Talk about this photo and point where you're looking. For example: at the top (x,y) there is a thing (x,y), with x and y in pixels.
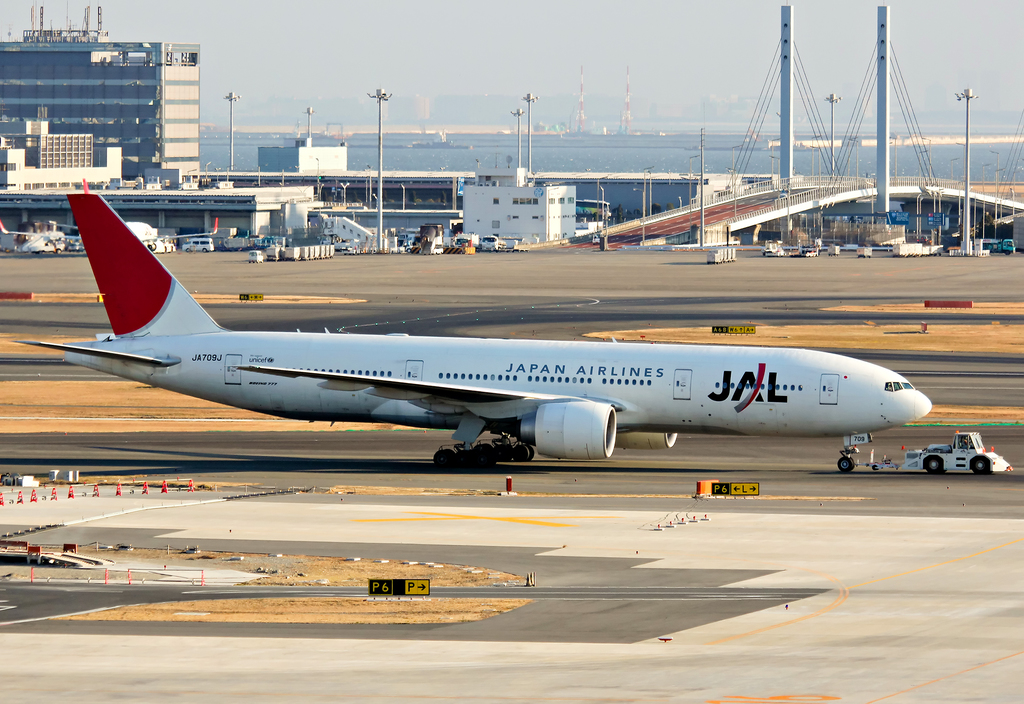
In this picture I can see airplanes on the runway (399,485), there are vehicles (723,253), cone barriers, poles (645,201), lights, buildings (618,182), there is a bridge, there is water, those are looking like towers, and in the background (545,59) there is sky (630,14).
